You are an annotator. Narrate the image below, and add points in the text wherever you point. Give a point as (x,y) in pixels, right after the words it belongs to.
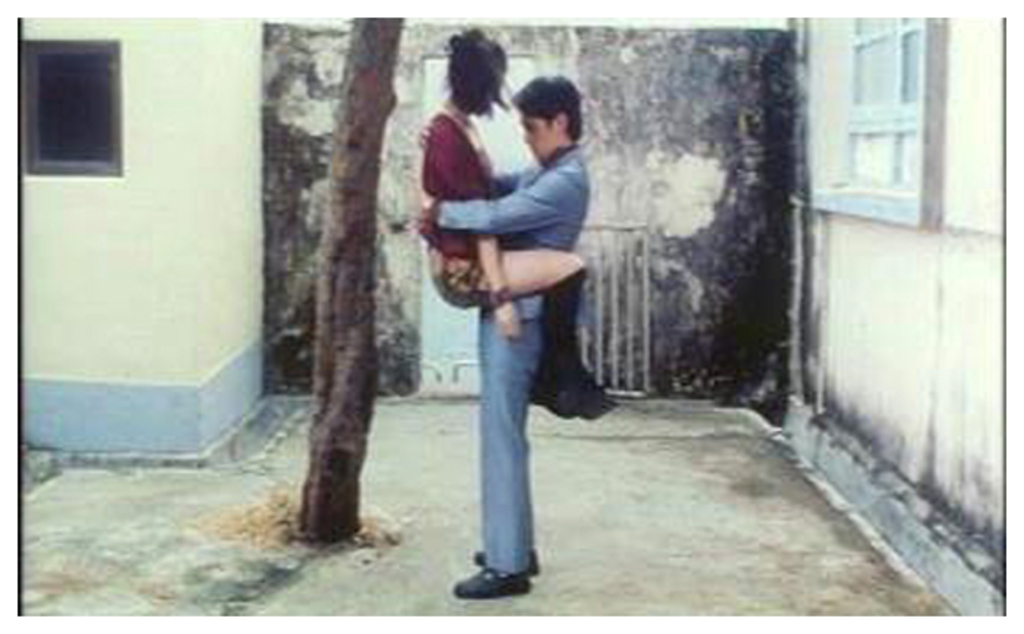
In this image a man (513,211) is standing, by lifting the woman (491,261). he wore coat (553,238), trouser (510,486), shoes (524,582). On the left side (104,114) there is a window (104,114) in the wall (171,108).
